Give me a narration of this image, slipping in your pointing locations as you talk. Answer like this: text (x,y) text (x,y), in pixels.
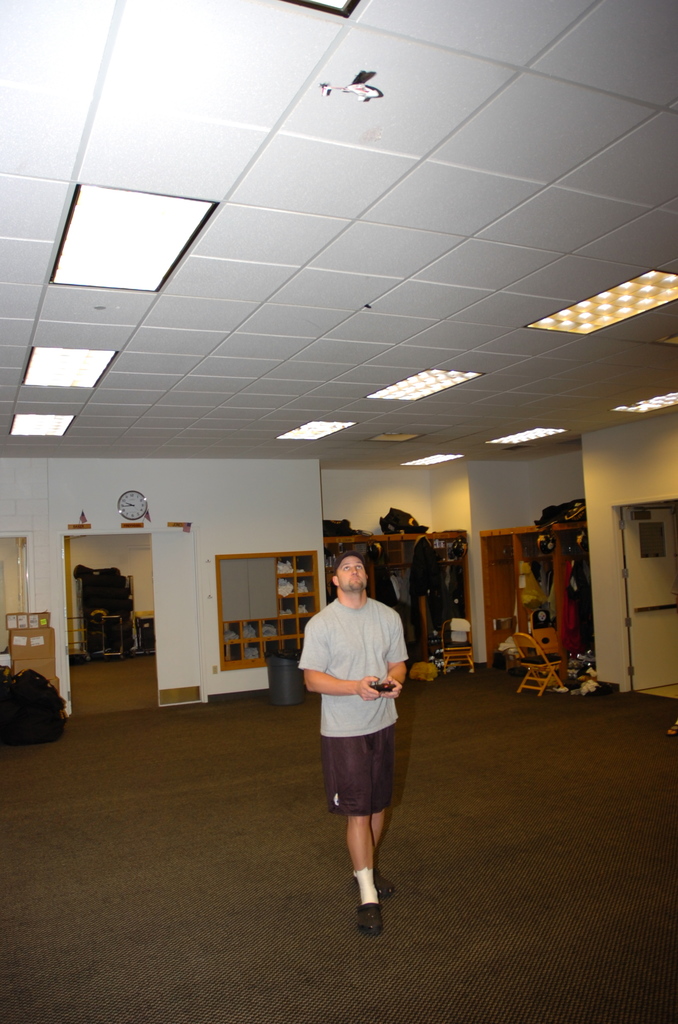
In this image center there is one person (368,672) standing and he is holding a remote (388,684), and in the background (370,546) there are some cupboards (512,572). In the cupboards (502,577) there are some clothes (419,566), and there is a chair (522,667), door (654,638), wall (281,537) and clock (133,501), boxes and some bags (44,729). And at the top (210,333) there is ceiling (293,328) and lights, at the bottom (210,805) there is floor (323,832).
